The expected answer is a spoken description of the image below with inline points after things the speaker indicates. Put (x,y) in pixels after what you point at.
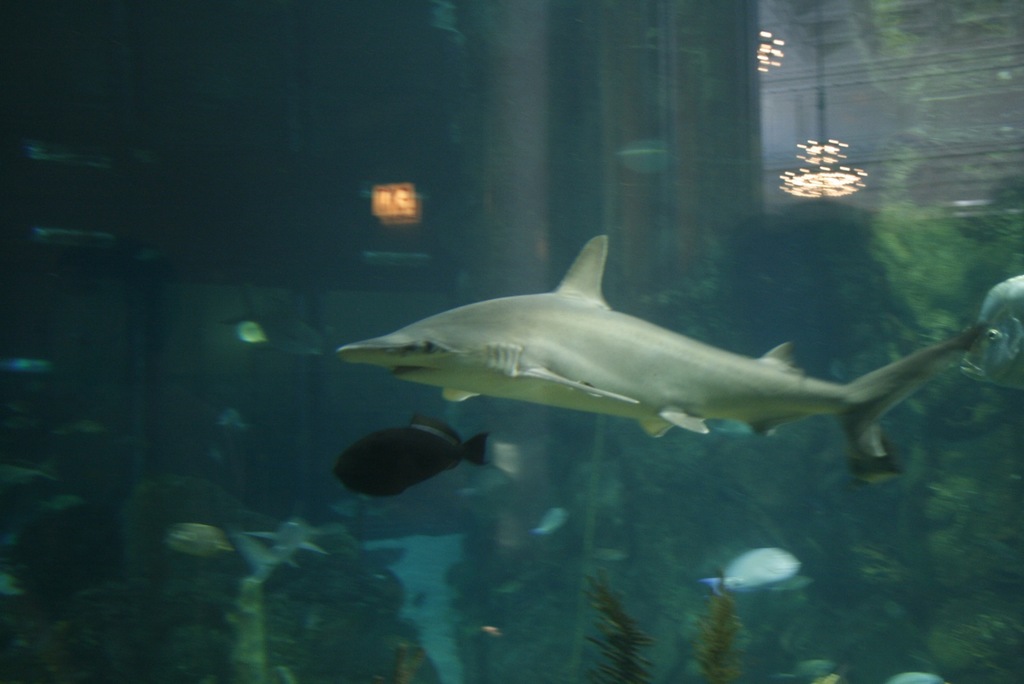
In this picture we can see a shark (555,342) and some fishes (87,234), we can see underwater environment (813,558) here.
